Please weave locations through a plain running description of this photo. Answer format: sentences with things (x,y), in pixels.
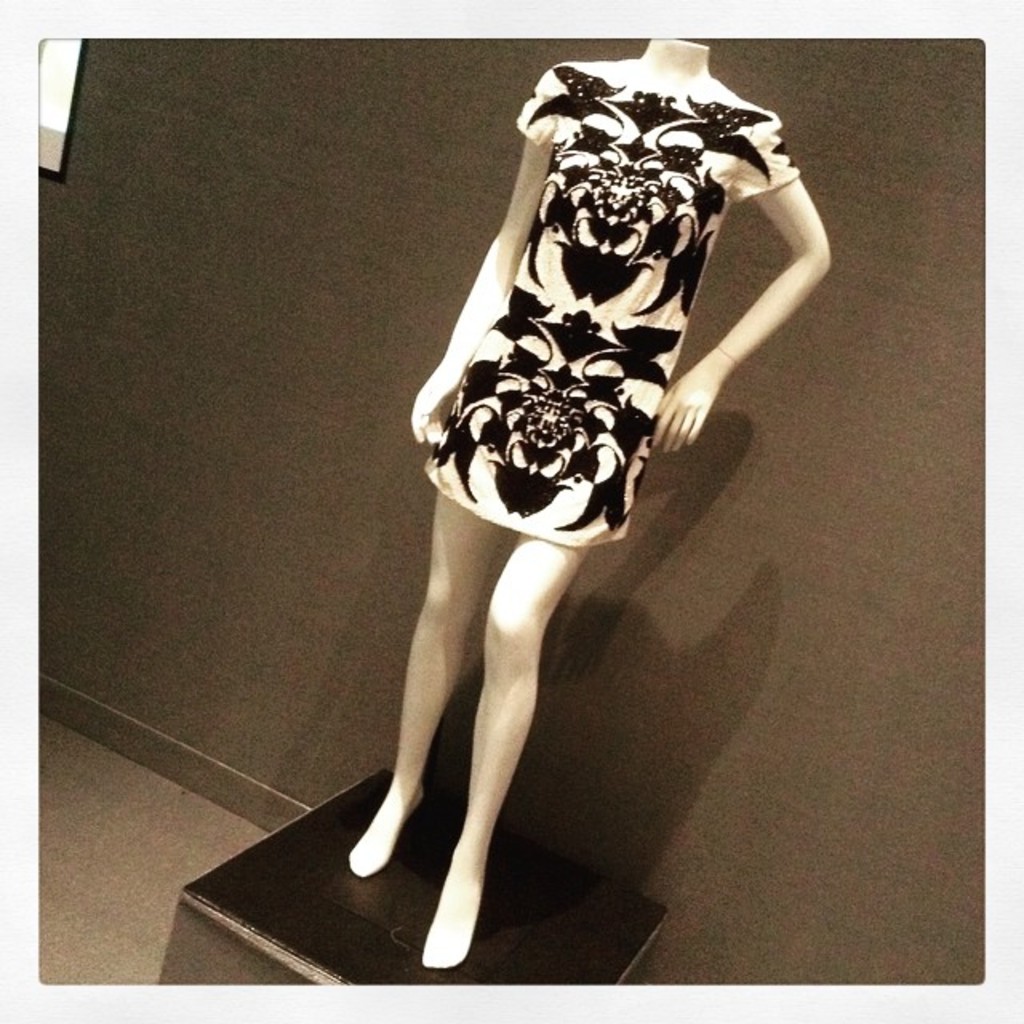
In this image we can see a black and white color dress (610,264) to the mannequin (492,635) on the box (393,924) and wall (779,456) in the background (772,617).
